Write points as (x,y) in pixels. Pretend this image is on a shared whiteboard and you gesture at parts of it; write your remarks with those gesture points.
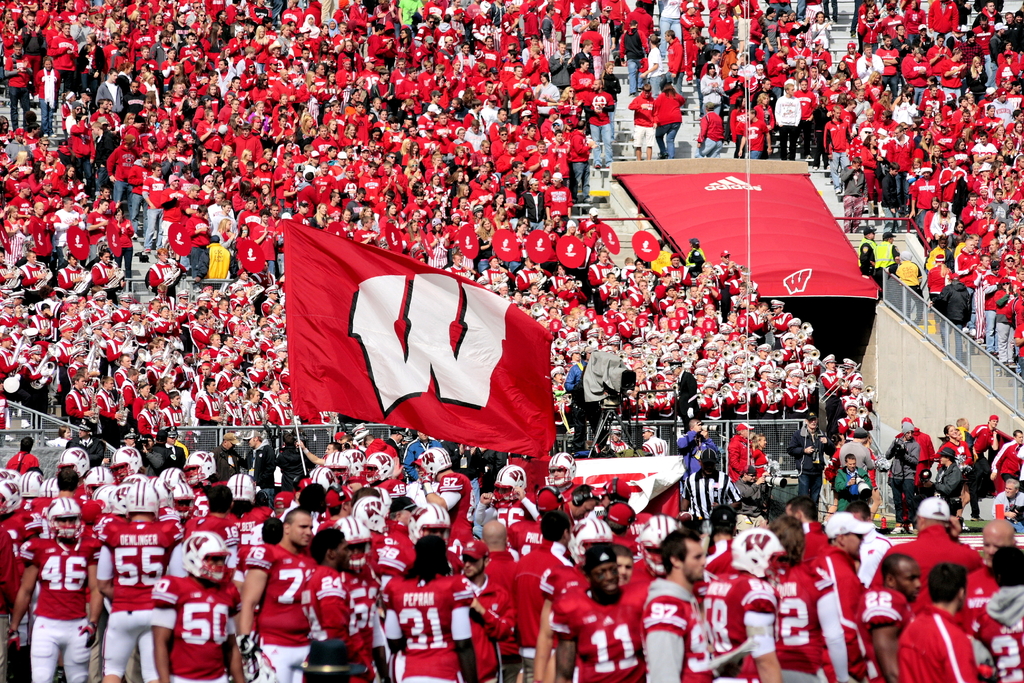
In this image there are few persons (623,277) standing behind the fence (326,444). A person (312,456) is holding a flag (359,338). Few persons (323,115) are standing on the stairs (1011,394). Right side (1001,374) there is a fence (992,387) on the wall (958,404). Bottom of the image (160,671) few persons (264,546) are wearing helmets (197,472).
